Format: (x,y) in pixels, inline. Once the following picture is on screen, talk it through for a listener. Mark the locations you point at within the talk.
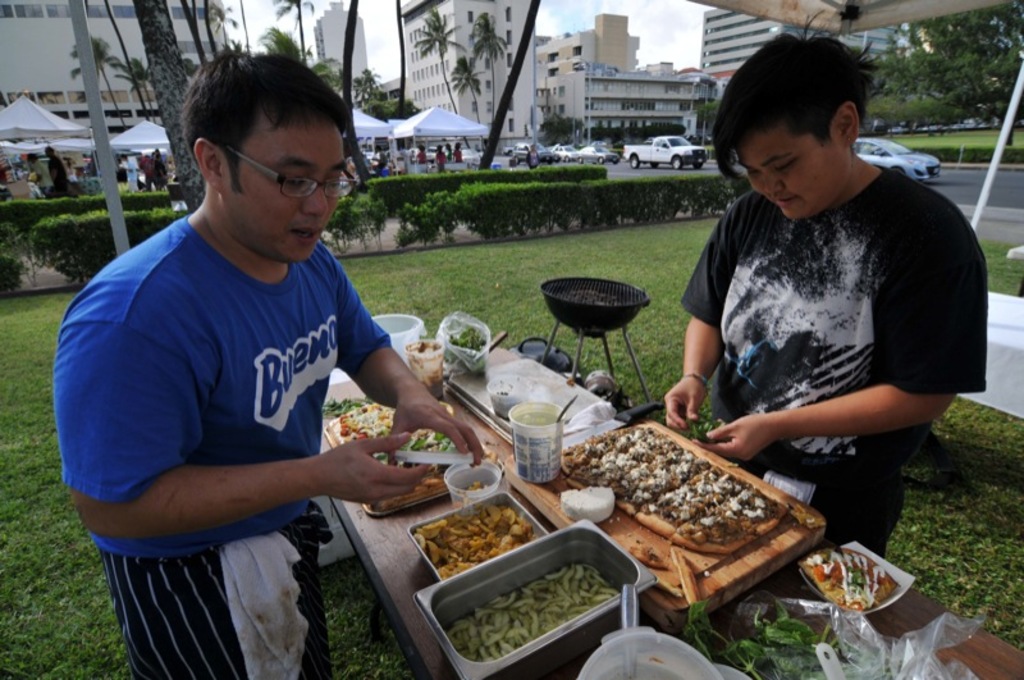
In the image we can see there are people (322,353) standing on the ground (512,248), the ground (508,271) is covered with grass (463,288) and on table (615,521) there are food items (643,482). Beside there is a grilling pan (597,300) kept. Behind there are vehicles (563,159) parked on the road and there are buildings (431,73) and trees (492,139) at the back (477,115).
